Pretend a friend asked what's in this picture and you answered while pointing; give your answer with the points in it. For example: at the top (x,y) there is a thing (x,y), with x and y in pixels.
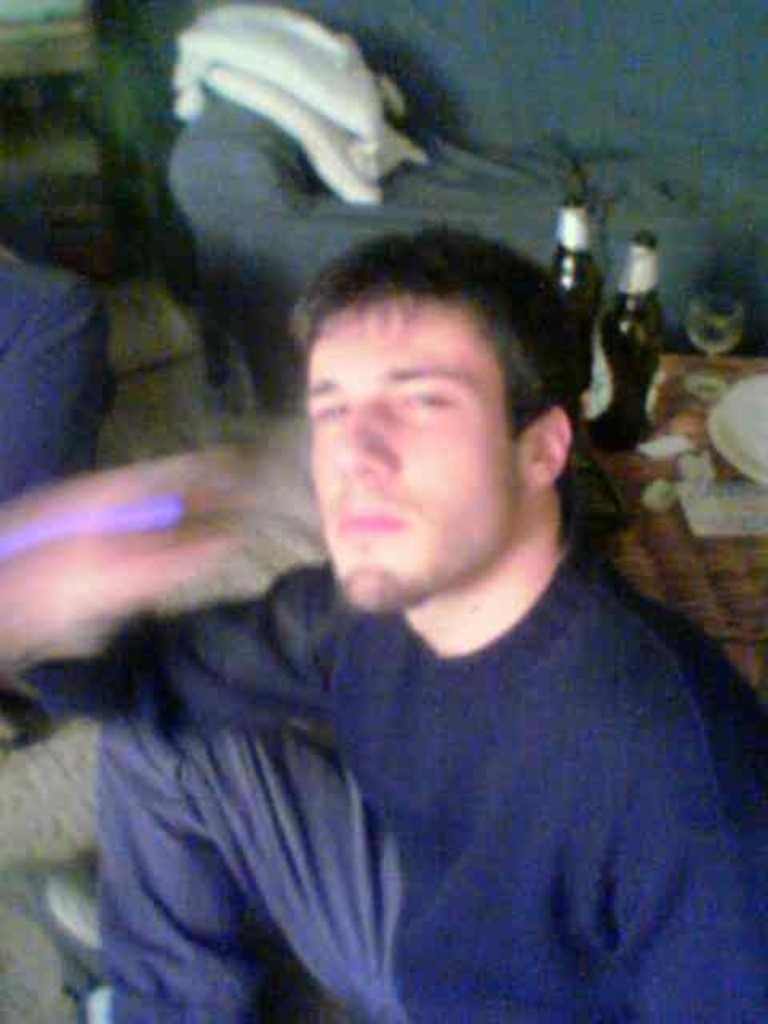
In the image we can see a man (354,716) sitting and wearing clothes (317,750). Here we can see two bottles (565,289), a wine glass (711,321) and the background (204,193) is blurred.
